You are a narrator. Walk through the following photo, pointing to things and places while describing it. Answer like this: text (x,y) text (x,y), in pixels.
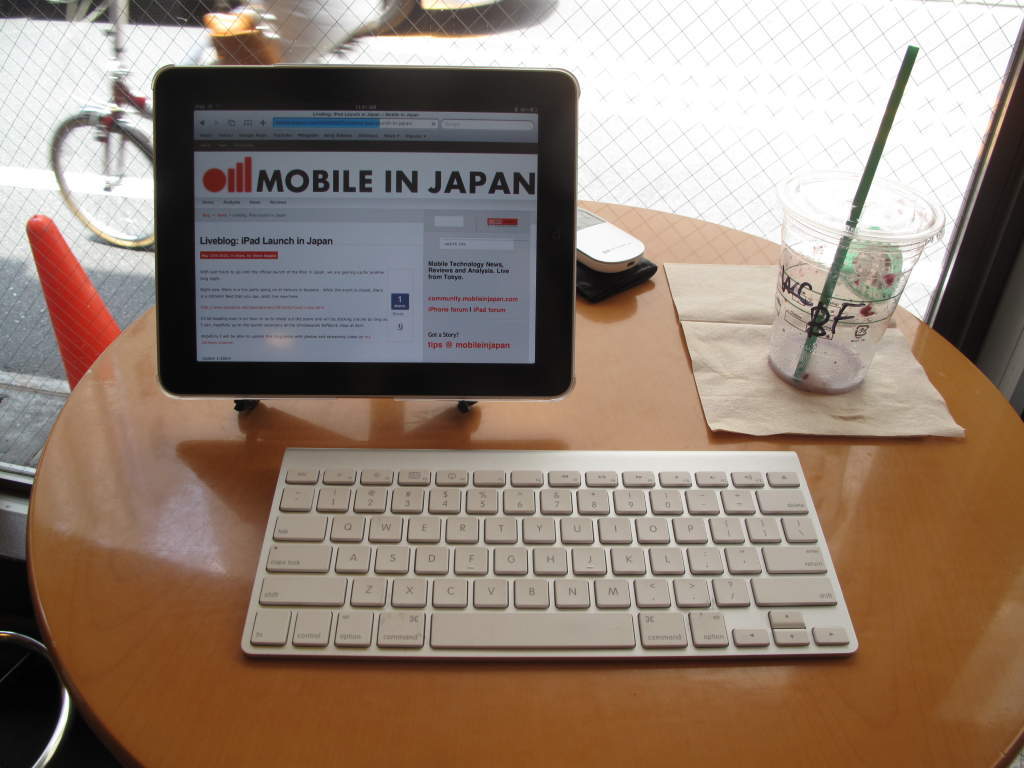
In the image we can see there is a monitor (289,255) and a keypad (485,540) and a glass (797,294) with a straw (880,140) and a kerchief (695,329) on the table (174,631).
